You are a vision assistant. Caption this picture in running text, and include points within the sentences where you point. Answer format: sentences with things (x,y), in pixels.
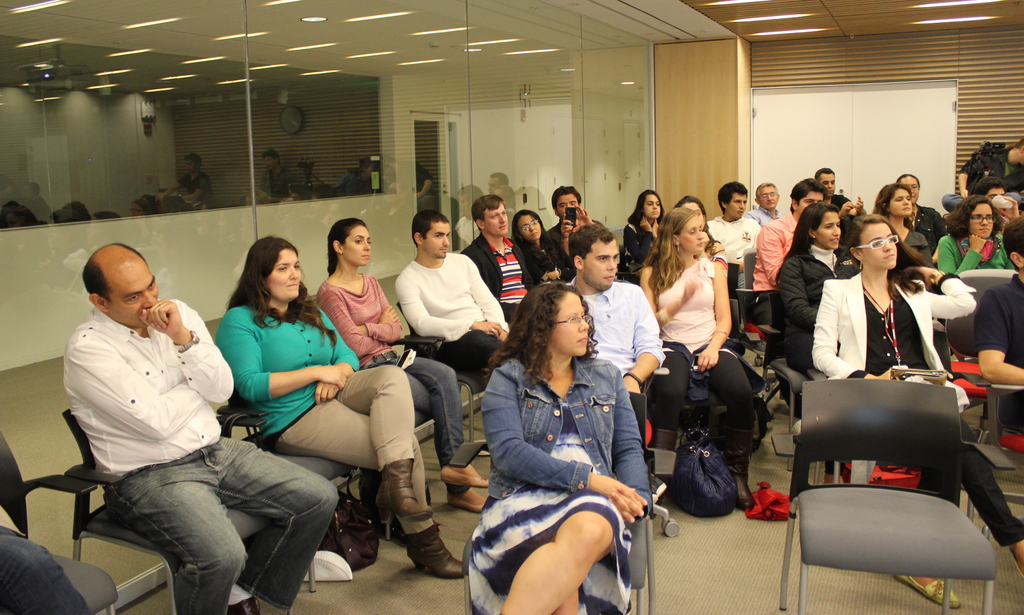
The image is taken in the room (249,115). In the center (595,395) there are many people (687,361) sitting on the chairs (839,449). In the background (860,164) there is a door (867,153). At the top (765,18) there are lights (931,23).
